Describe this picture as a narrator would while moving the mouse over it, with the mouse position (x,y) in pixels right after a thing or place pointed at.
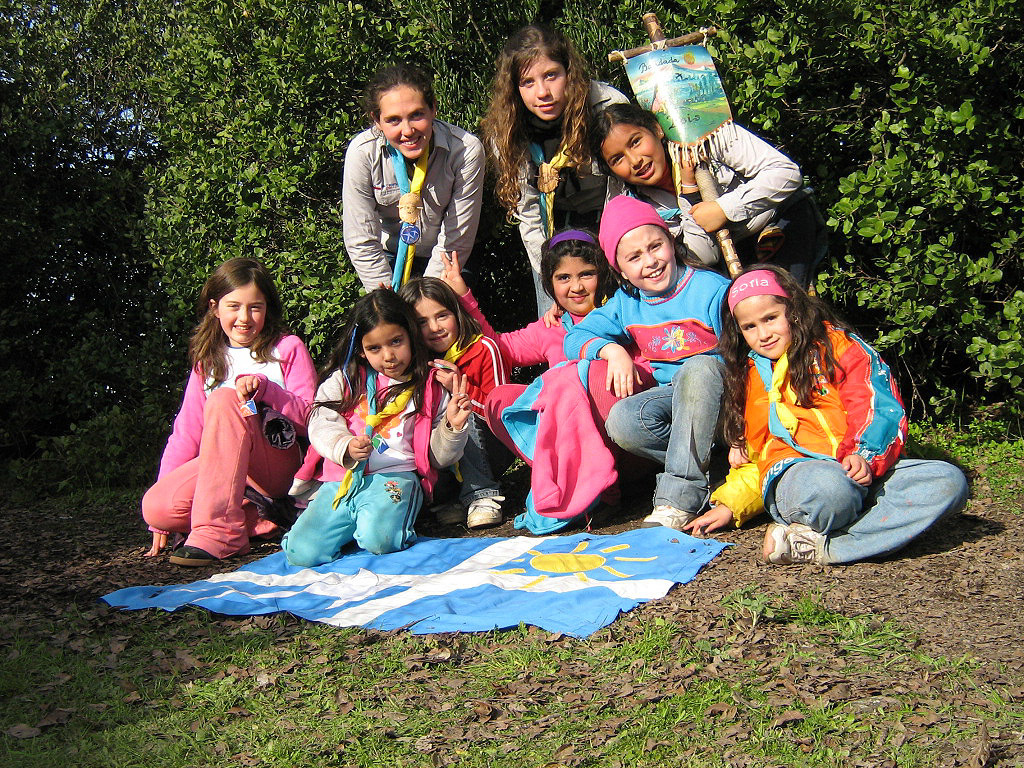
In this image we can see a few people (403,522) among them some are holding the objects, we can see some grass (748,597), leaves (728,590) and a cloth (599,594) on the ground (627,489). In the background (326,108) there are some trees (300,72).
